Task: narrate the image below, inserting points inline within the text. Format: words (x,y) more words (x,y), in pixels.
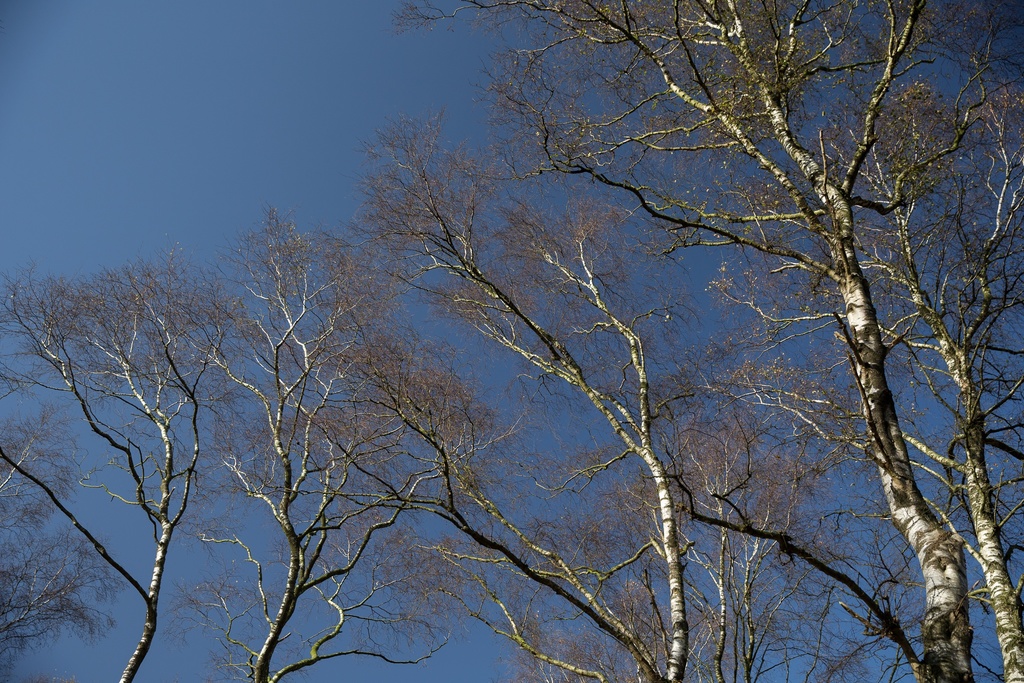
In this image, I can see the trees (143,592) with branches (654,461). This is the sky (239,121), which is blue in color.
